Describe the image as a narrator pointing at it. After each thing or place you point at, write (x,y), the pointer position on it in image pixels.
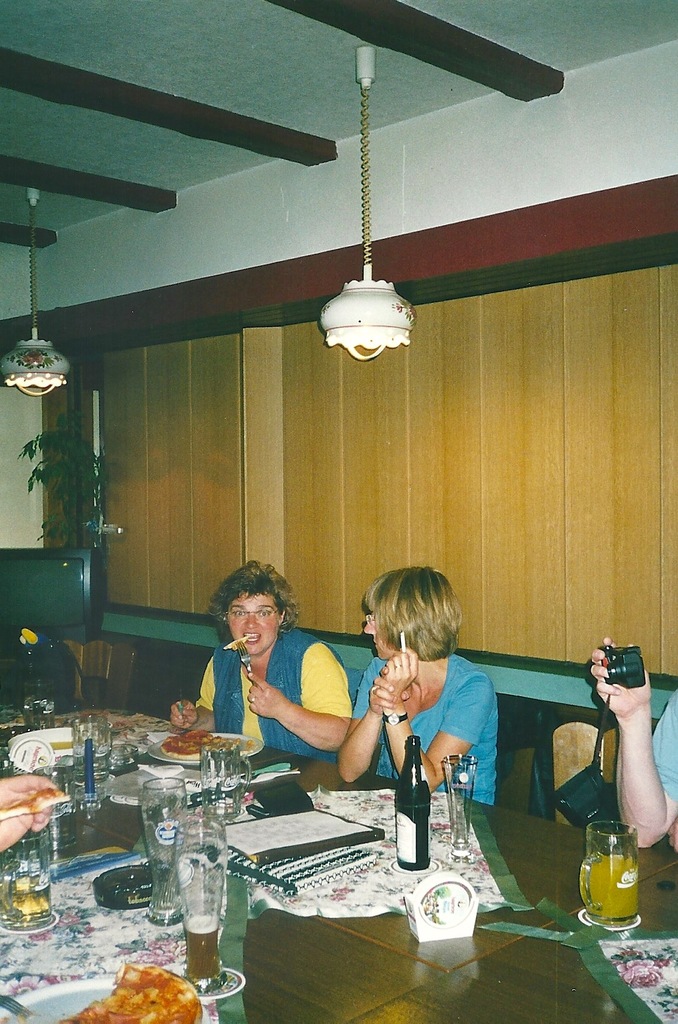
In this picture we can see few people (395,712) are seated on the chair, in the right side of the image (647,787) a man (633,801) is holding a camera (605,648) in his hand (606,689), in front of them we can see glasses (242,811), bottles (412,824), books (254,876), food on the table (323,930), in the background (75,627) we can find a television (38,574).
